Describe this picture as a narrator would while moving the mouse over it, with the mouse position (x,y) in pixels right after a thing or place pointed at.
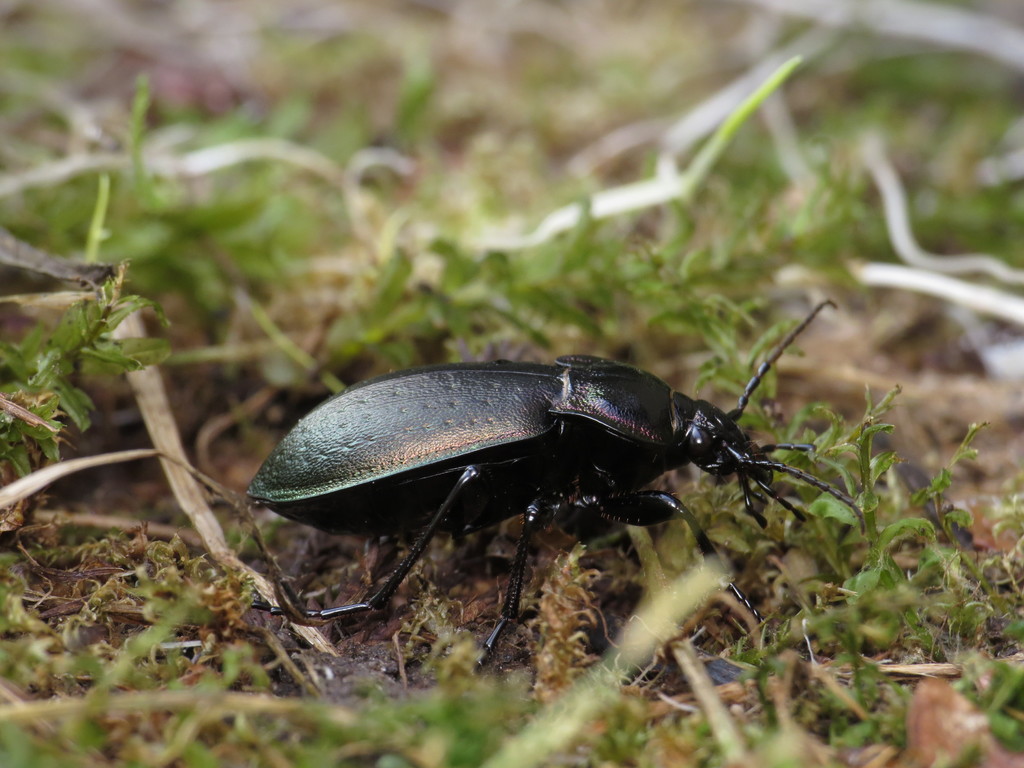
In this picture I can see an insect (627,481) in the middle (660,508), there are plants (819,243) in this image.
